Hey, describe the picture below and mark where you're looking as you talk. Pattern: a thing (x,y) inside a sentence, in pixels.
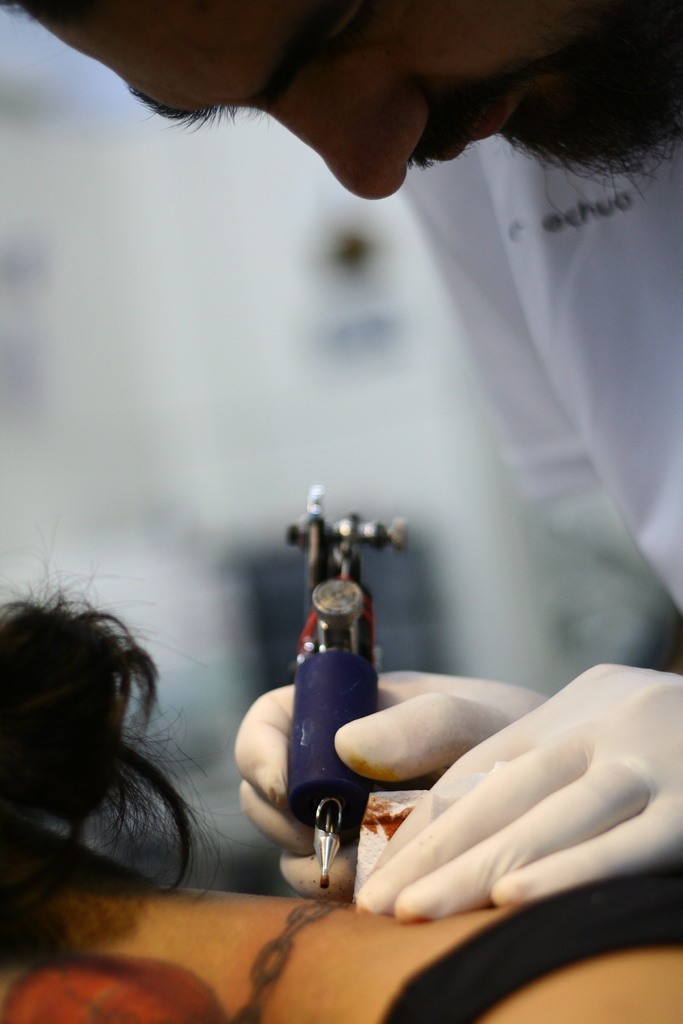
In this image a person (497,378) wearing a white top (506,428) is making a tattoo (274,951) on the person (263,951) at the bottom of the image (285,951). He is wearing gloves (433,746) and holding a machine (339,766) in his hand (268,714). Background (239,428) is blurry.
